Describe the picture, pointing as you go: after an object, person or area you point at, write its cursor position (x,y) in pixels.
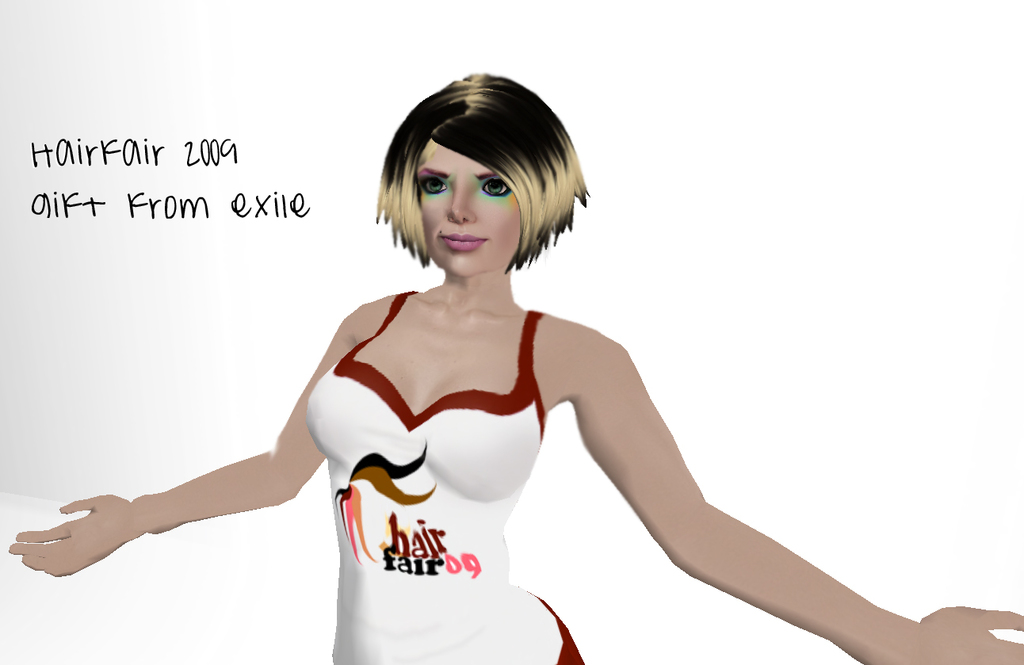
In this image I see the depiction of a woman (595,440) who is wearing white and red color dress (423,450) and I see something is written over here and it is white in the background (296,620) and I see something is written over here too.
